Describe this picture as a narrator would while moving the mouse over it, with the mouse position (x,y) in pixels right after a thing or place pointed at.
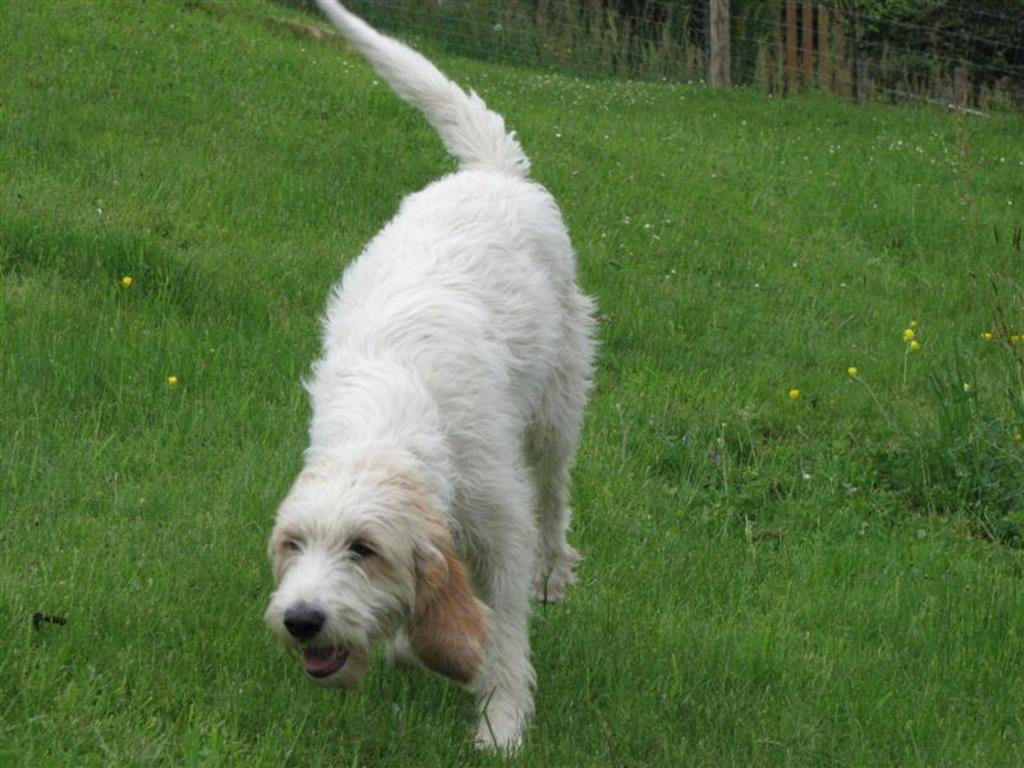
In the picture there is a dog (487,374) in a garden (599,167), it is of white color and there is a fencing (727,43) behind the garden (69,200).
